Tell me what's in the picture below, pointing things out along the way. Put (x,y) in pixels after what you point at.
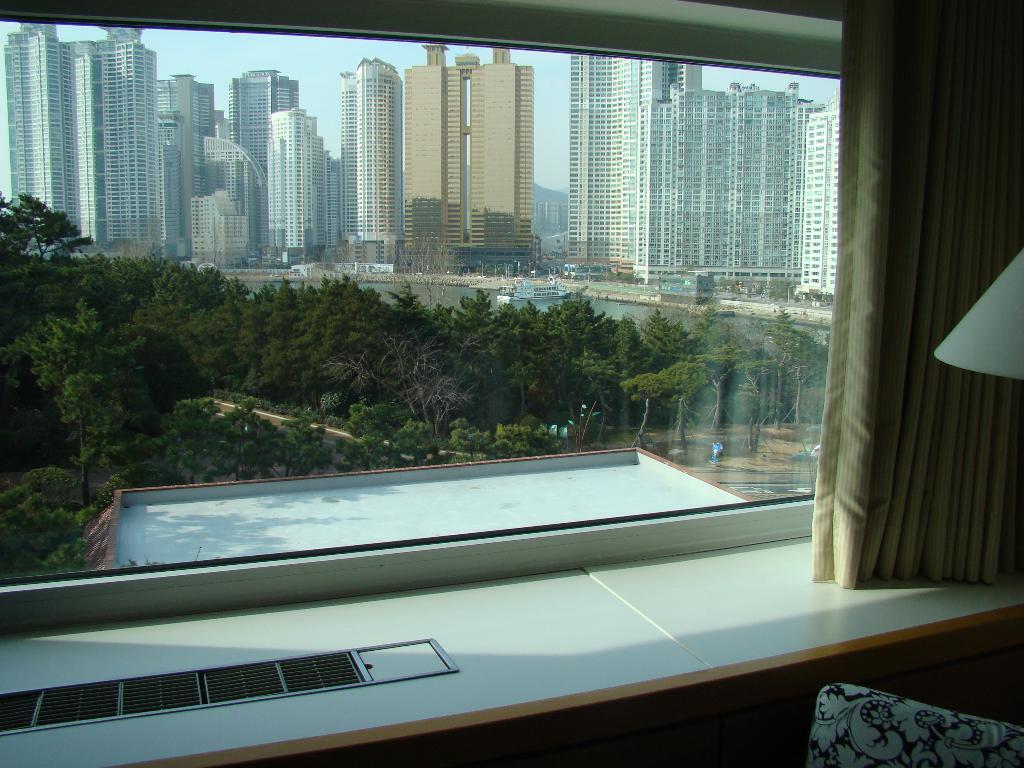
In this image, we can see a glass window (553,440), curtains (881,431), table (720,581). Right side of the image (883,728), we can see white color and flower print cloth (966,735). Through the glass (511,418) we can see the outside view (17,424). Here there are so many trees (12,412), buildings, water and sky (324,86).
